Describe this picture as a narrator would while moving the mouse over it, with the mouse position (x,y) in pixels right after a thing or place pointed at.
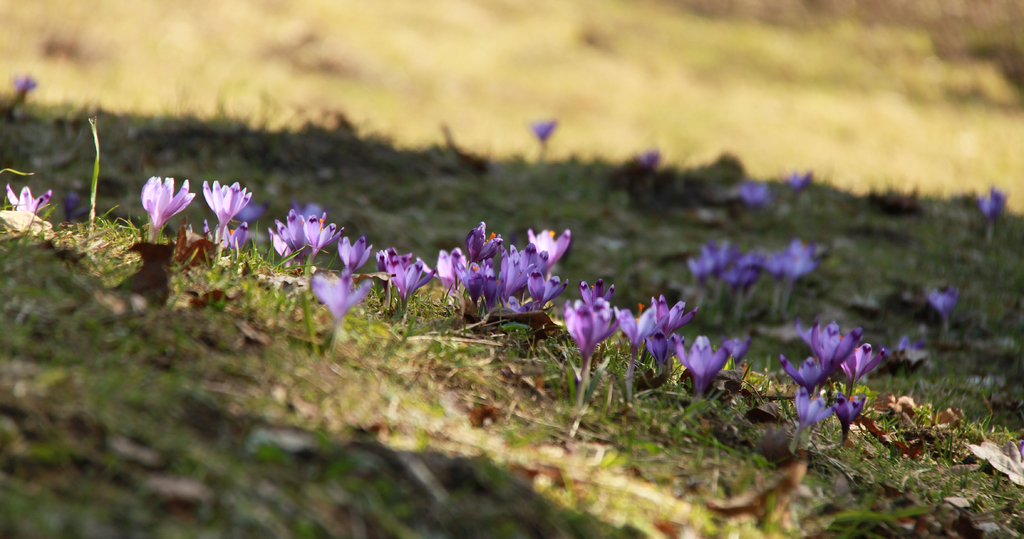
In this image I can see purple color flowers (482,232), grass (577,371) and plants (992,211). This image is taken may be during a day.
